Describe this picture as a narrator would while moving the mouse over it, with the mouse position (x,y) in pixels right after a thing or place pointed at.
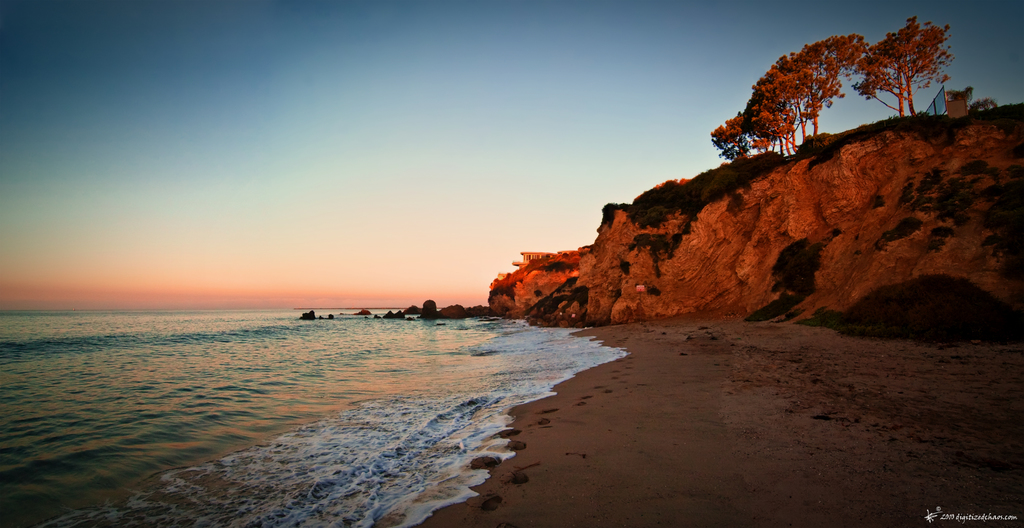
In this picture I can see water (217,345), few trees (760,130) and I can see plants (671,207), rocks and text (945,516) at the bottom right corner (1002,521) and a blue sky (309,186).
